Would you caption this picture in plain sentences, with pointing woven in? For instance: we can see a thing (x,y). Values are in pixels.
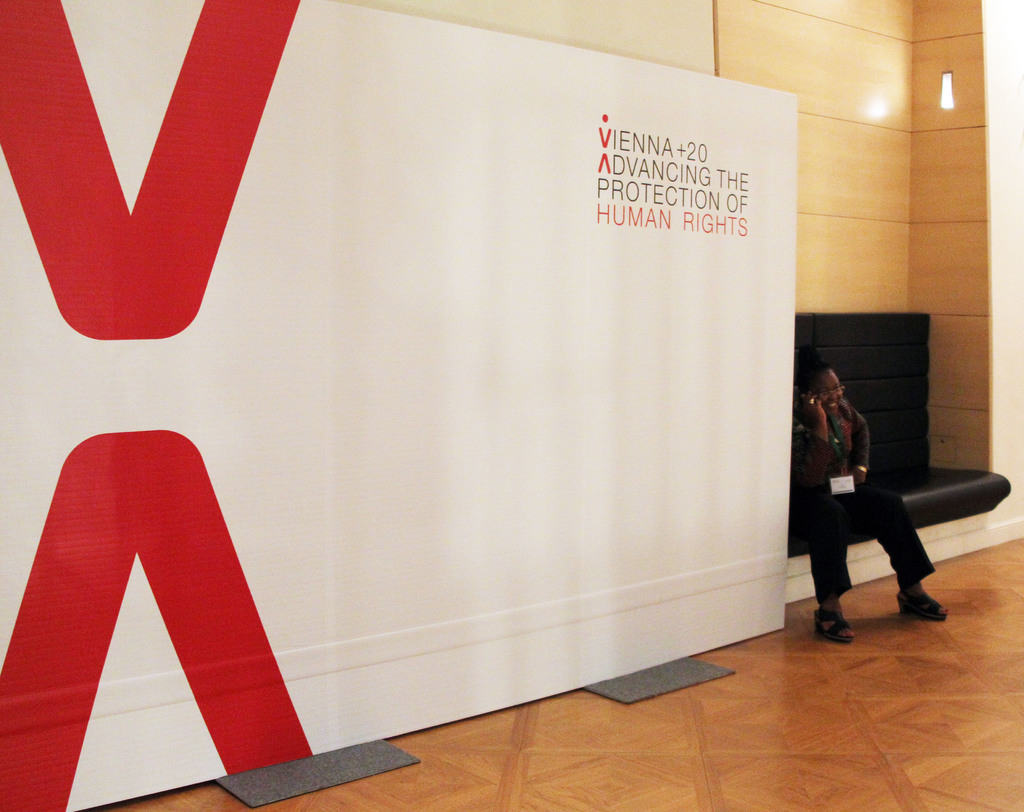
In this image there is a woman (833,559) sitting on the bench (934,477). She is wearing spectacles (835,397). Beside her there is a banner (505,369) having some text (726,184). Background (1009,166) there is a wall (863,114). Right side a light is attached to the wall (902,116). Bottom of the image (353,759) there are mats (340,765) on the floor (706,752).
